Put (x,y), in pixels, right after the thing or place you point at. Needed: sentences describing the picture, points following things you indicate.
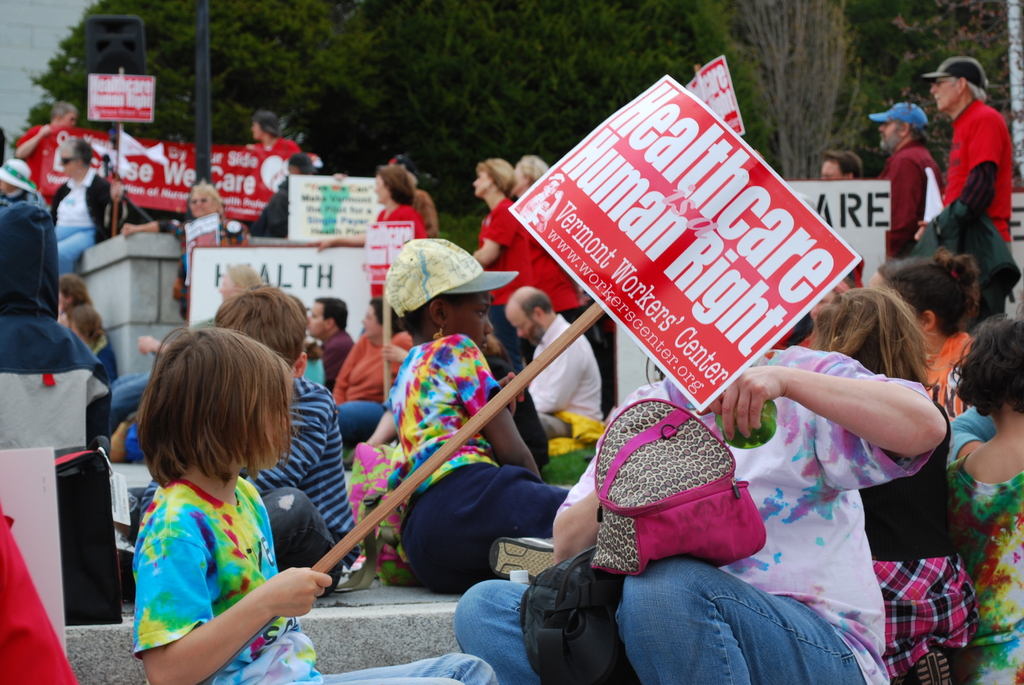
In this image there are group people (501,527) sitting on floor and holding boards (710,241), in the background (895,168) some people (914,164) are standing and there are trees (414,48).
